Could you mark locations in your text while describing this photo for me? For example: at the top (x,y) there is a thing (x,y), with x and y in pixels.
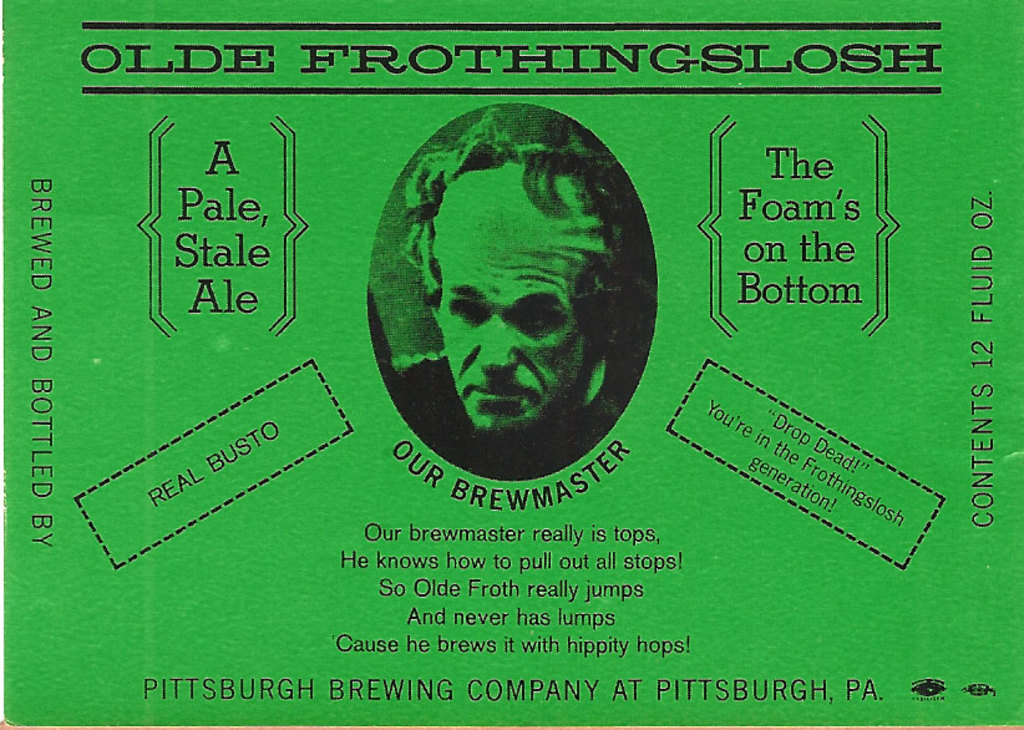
In this image there is a picture (477,309) of a person (477,309) as we can see in middle of this image (552,339) and there is some text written around to this image.
